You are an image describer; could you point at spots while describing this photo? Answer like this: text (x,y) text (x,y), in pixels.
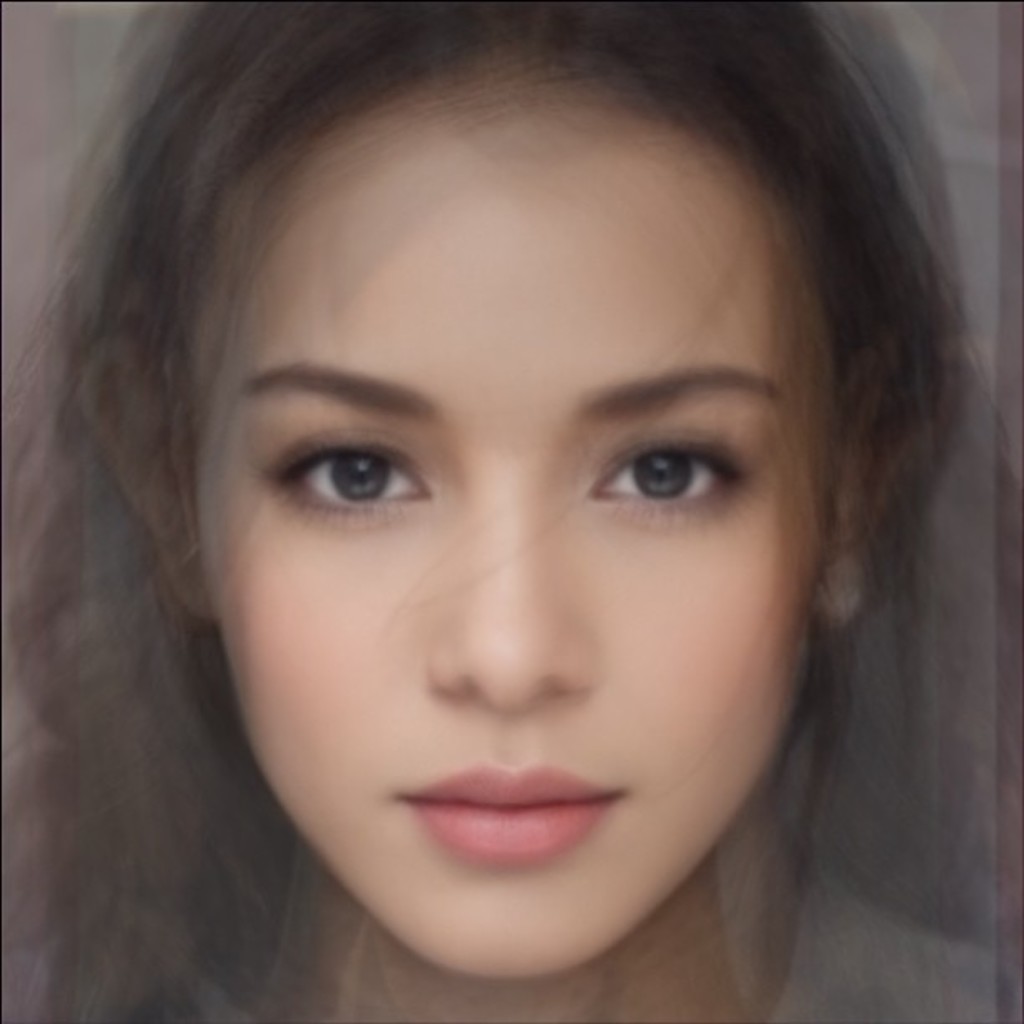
In this picture we can see one girl face (475,660).
